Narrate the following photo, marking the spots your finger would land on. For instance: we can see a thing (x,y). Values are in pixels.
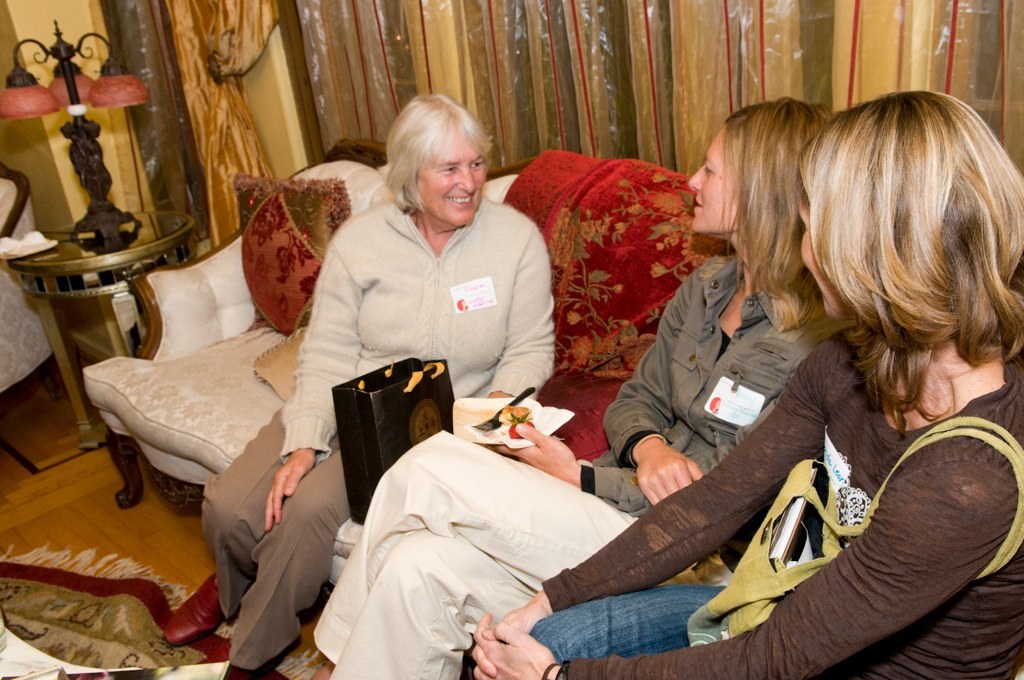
In this image we can see three women (752,488) sitting on the couch (200,391), a woman (655,428) is holding a plate (475,420) with some food item (519,417) and a fork (492,420) in it, a woman (973,515) is wearing a handbag (755,574) and there is a book (791,543) in the bag (807,493), there is a bag (369,421) on the couch (212,400) beside a woman (394,337), on the left side (93,253) there is a lamp (91,204) on the table (88,291) and there is a carpet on the floor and there is a curtain (214,75) to the wall (313,107) in the background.
